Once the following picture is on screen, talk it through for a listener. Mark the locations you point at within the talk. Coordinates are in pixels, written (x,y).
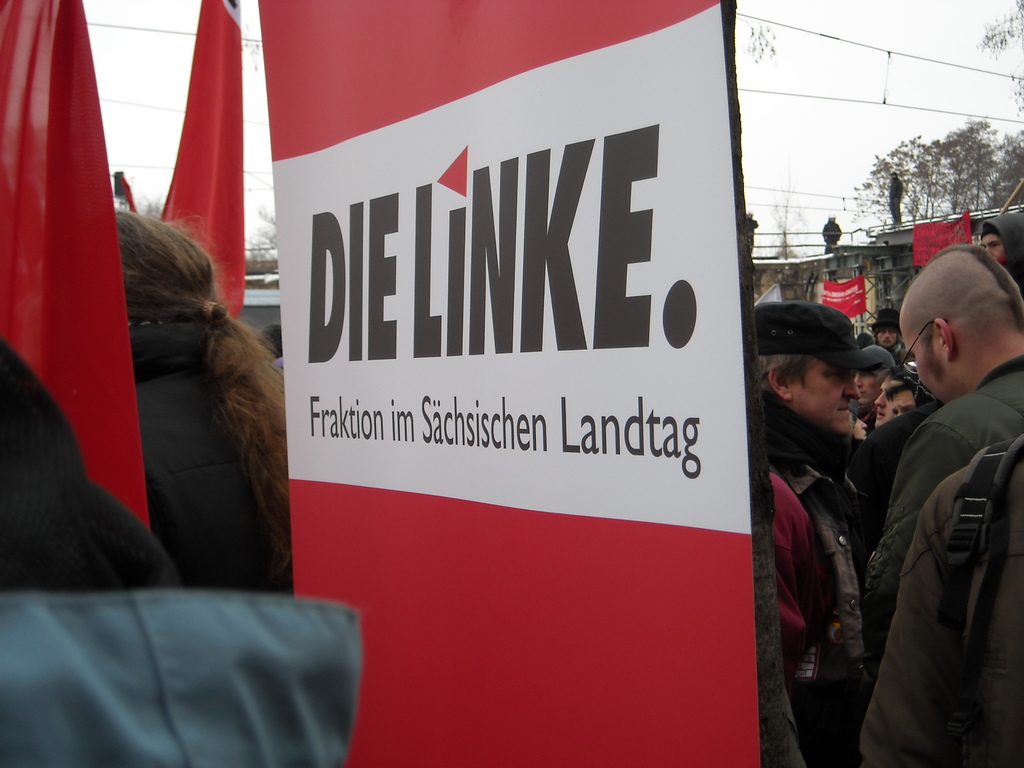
In this picture we can see a hoarding (523,526) in the front (531,482), there are some people (912,478) standing here, in the background (976,165) we can see a tree (976,165), there are some wires (817,35) here, we can see the sky (823,49) at the top of the picture (812,63).
